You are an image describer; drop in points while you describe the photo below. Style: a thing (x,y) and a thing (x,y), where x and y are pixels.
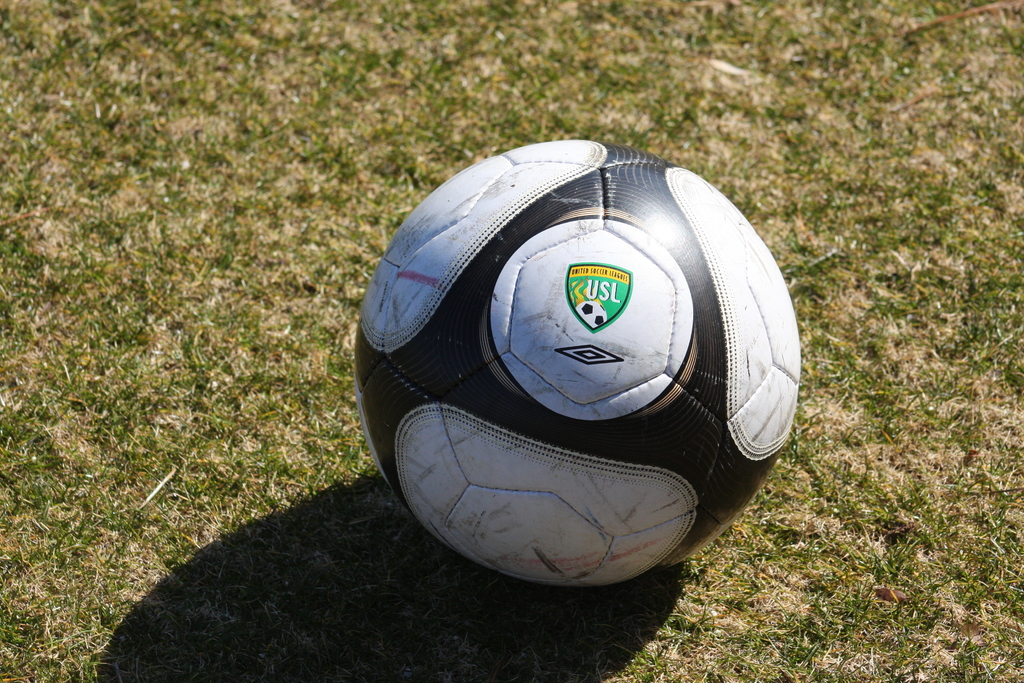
In this image I can see the ball (382,345) on the grass (172,396). I can see the ball (516,509) is in black and white color.
